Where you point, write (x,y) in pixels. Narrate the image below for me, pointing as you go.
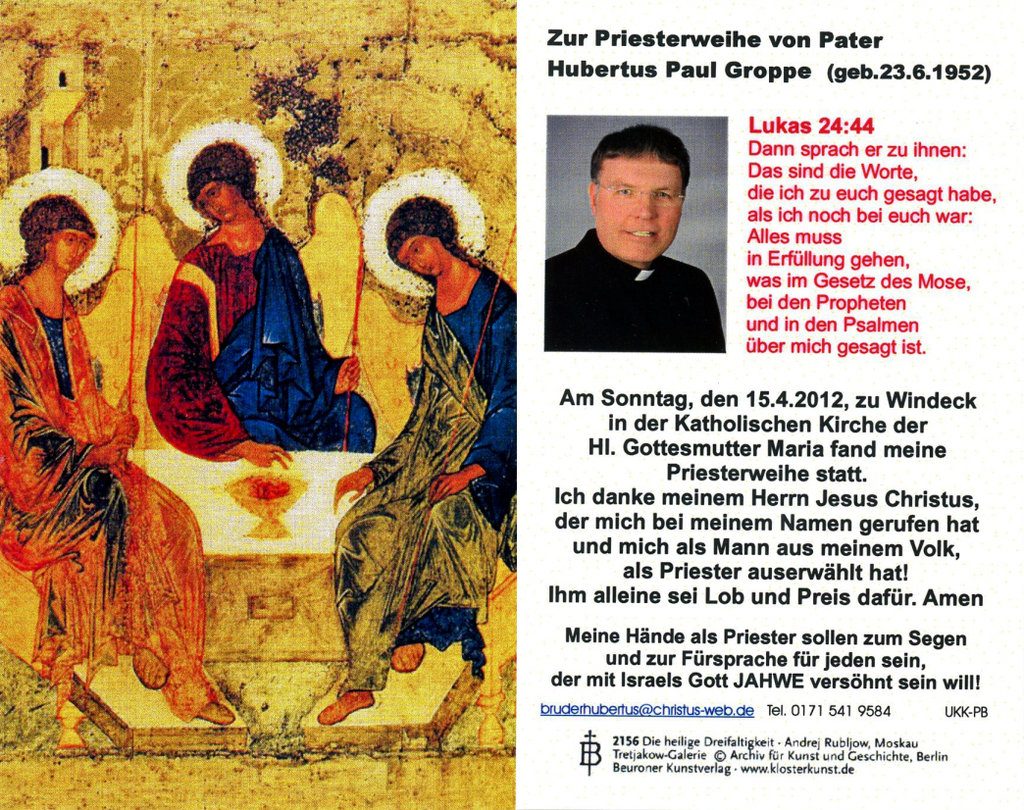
In the image there is a poster (559,28).
